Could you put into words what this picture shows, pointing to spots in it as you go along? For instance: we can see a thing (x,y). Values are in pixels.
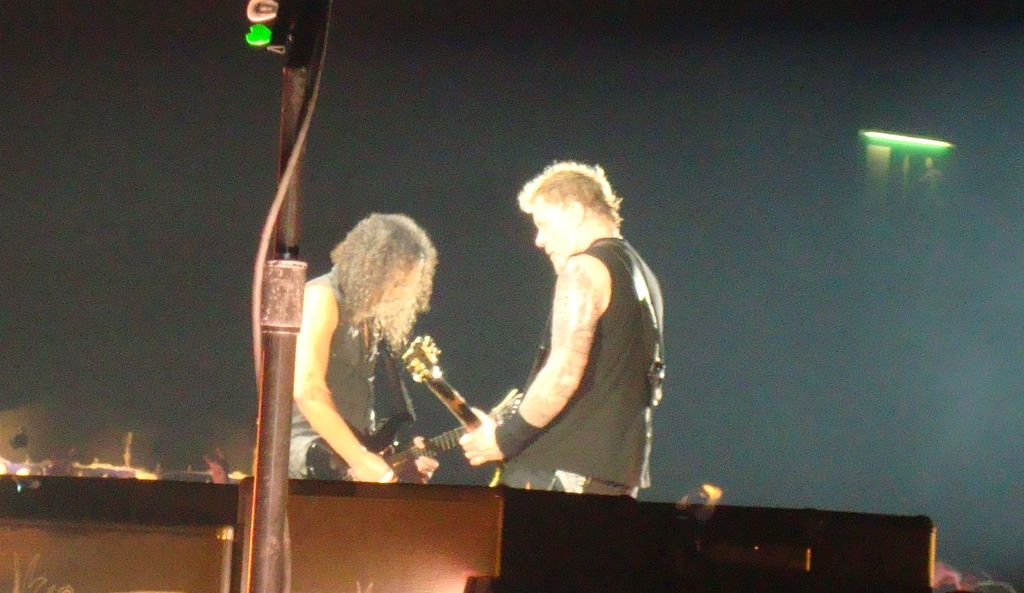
This picture shows two men (363,272) standing and playing guitar (486,420) on the dais (923,539).
